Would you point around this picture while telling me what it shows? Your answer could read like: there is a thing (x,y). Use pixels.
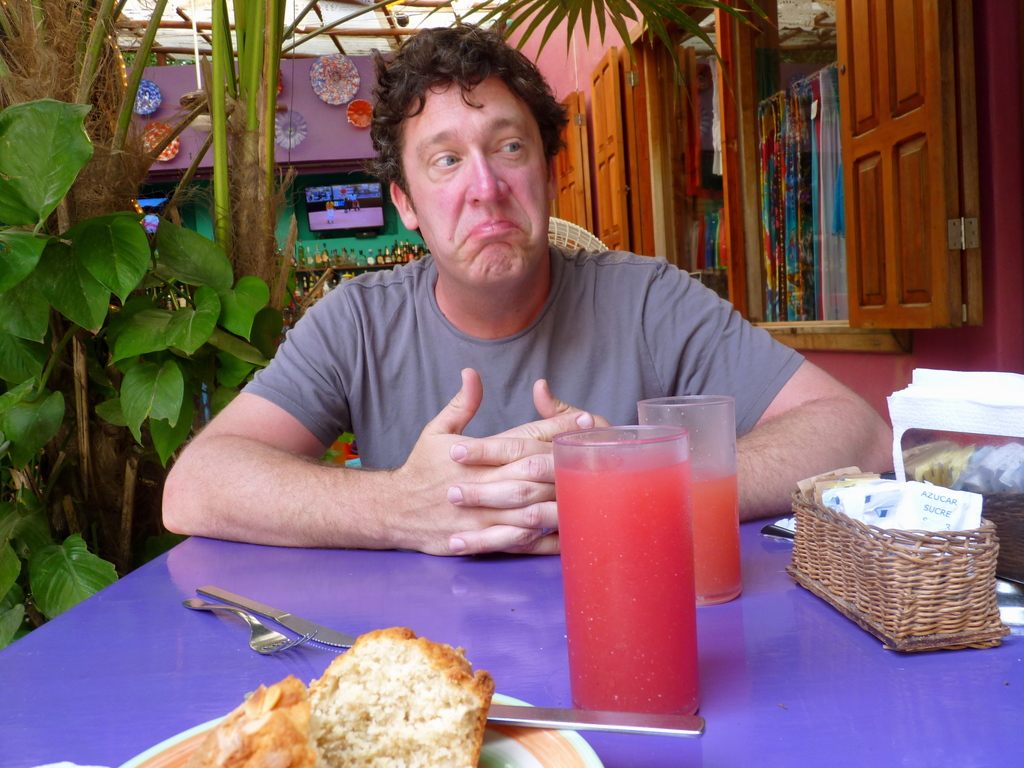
At the bottom (603,513) we can see two glasses (599,490) with liquid (619,481) in it, food item (354,712) and a spoon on a plate (523,743), fork (276,632), knife (325,636), packets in a box (865,558), tissue papers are on a table (532,614) and a man (363,279) is sitting at the table (549,603). In the background (169,342) there are plants (136,346), trees (115,49), objects (291,128) on the wall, TV (342,207), wine bottles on the racks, windows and other objects (701,214).
